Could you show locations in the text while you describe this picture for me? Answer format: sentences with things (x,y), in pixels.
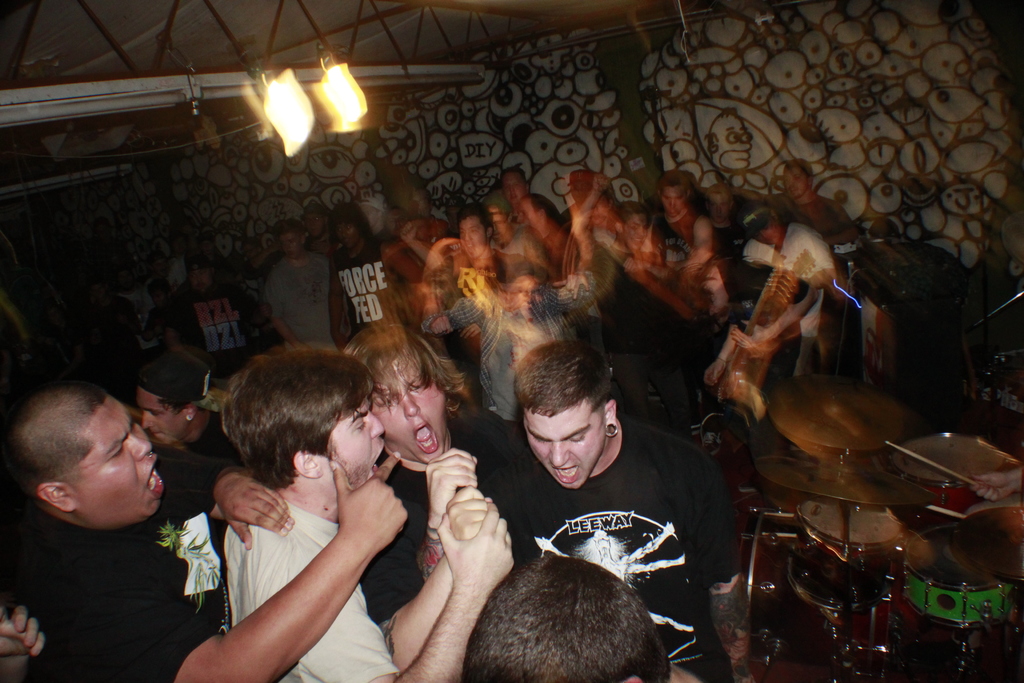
In this picture there are group of people (670,368) standing. In the foreground (700,462) there are group of people (384,514) standing and shouting. On the right side of the image (920,514) there are drums (874,426). At the back (752,83) there is a wall sticker (771,80) on the wall (783,78). At the top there are rods (421,3) and there are lights (272,90).
